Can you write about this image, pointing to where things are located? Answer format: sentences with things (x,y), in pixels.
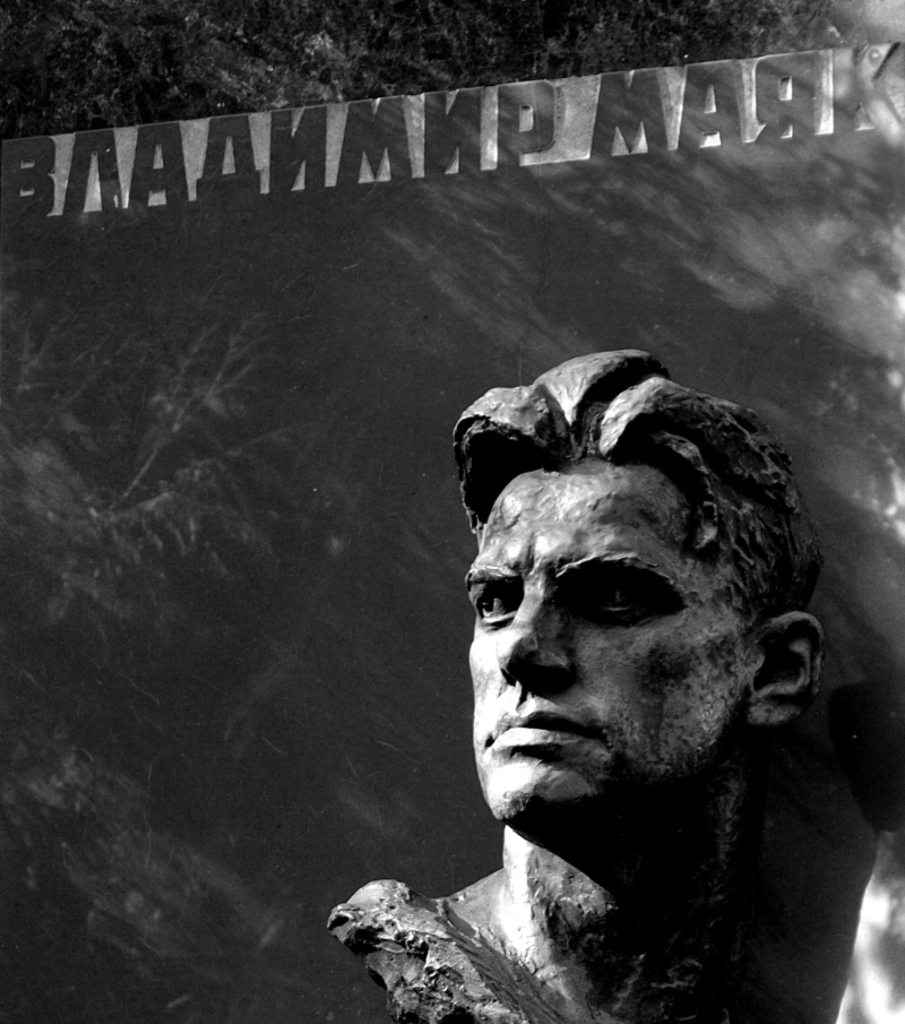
In this picture I can see a statue (523,662) and I can see few trees (144,86) in the back (738,19) and I can see text (370,123) at the top of the picture (258,188).
